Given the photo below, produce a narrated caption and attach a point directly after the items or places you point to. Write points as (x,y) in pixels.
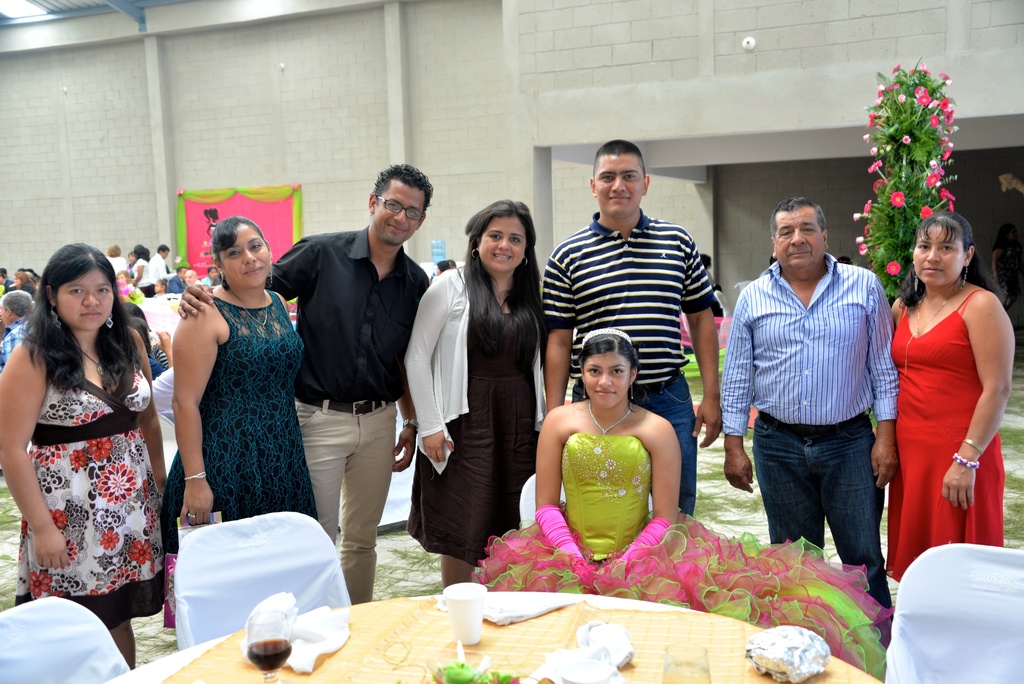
In this image we can see a woman (621,429) sitting on the chair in front of the dining table (719,683) and on the table (504,644), we can see the glasses (704,673), candle (470,674) with the flame (460,640), foil (781,650) and also tissue papers (626,652). Image also consists of empty chairs (952,656) and also the people (604,299) standing behind the woman (624,444) in the center (670,299). In the background (222,202) we can see the people (117,255), building wall (219,183), flower tree (913,140), pink color banner (244,202) with the text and image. Lights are also visible in this image.
